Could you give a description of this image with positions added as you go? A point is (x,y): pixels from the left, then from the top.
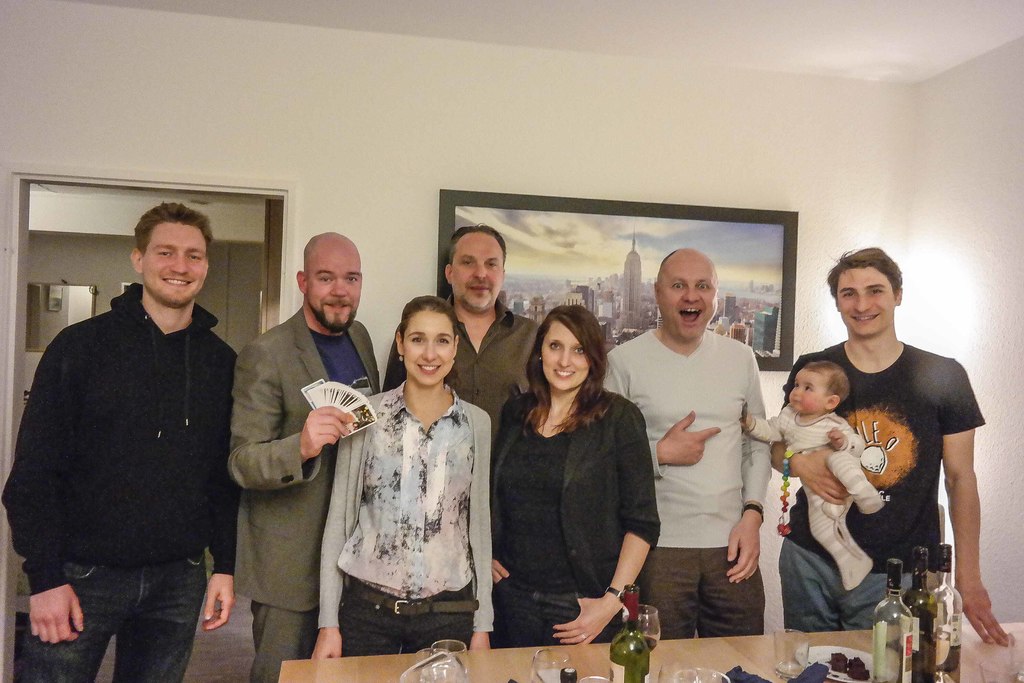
In the image we can see there are people (560,354) standing, wearing clothes (512,340) and they are smiling, on the right (816,454) we can see a person (897,493) holding a baby (851,456). Here we can see the table (743,653) and on the table (769,641), we can see bottles (914,635), wine glasses (647,626) and plates (833,652).
